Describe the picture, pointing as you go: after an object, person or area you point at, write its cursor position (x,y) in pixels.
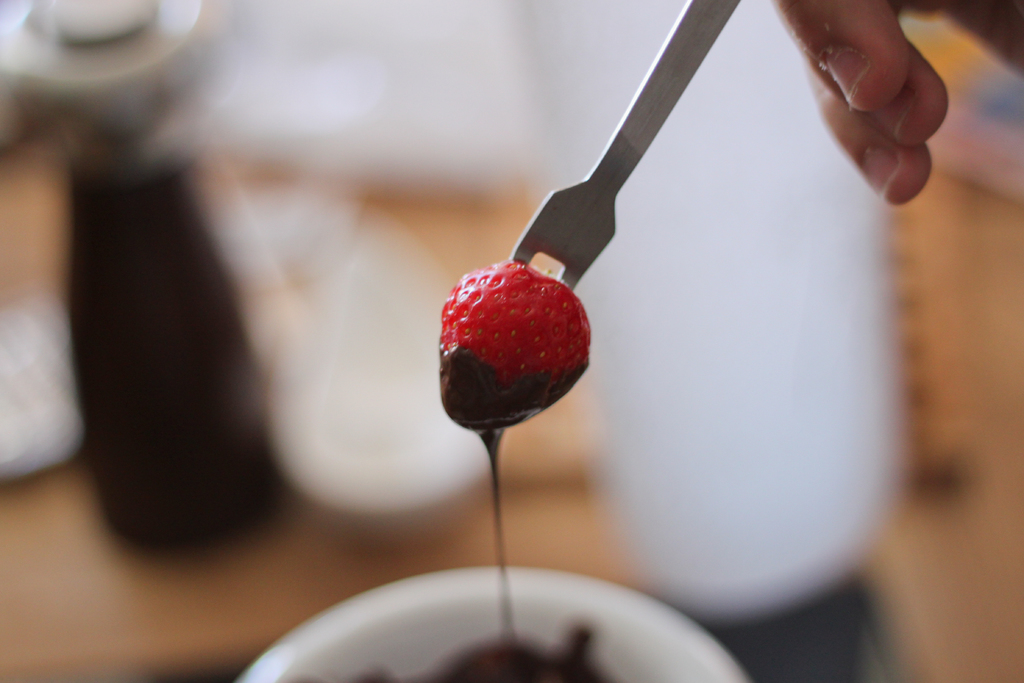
In this image I can see a strawberry (493,352) with chocolate dip (505,401) and it is poked with an object (598,241). There are fingers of a person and at the bottom of the image (464,613) it looks like chocolate cream (505,652) in a bowl (511,636). And there is a blur background (787,184).
